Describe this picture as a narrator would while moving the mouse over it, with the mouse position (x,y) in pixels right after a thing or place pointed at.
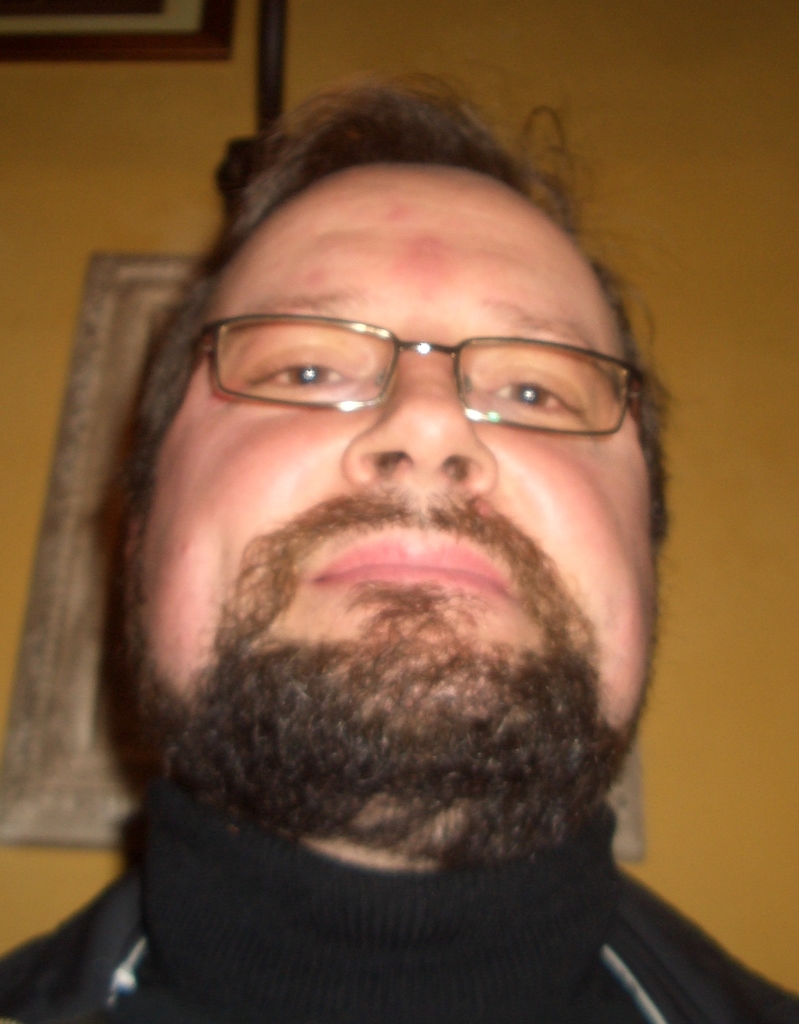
In the picture we can see a man (542,797) with a beard (523,799) and glasses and in the background (97,381), we can see a wall (748,502) which is yellow in color with a photo frame (217,58).
